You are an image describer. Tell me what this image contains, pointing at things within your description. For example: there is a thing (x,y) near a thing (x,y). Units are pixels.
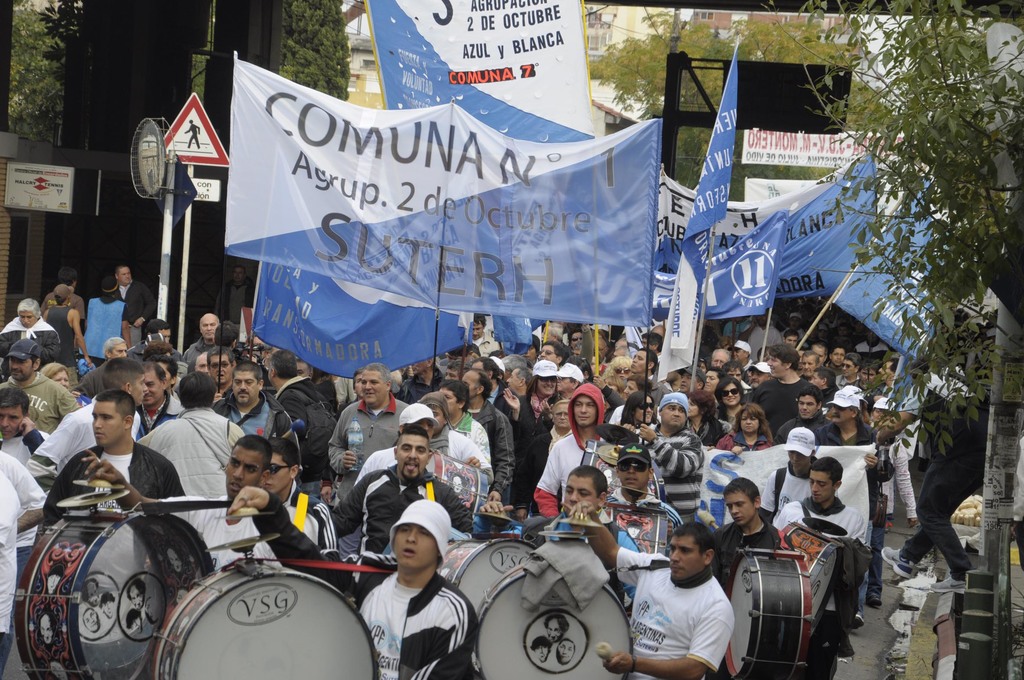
There are some people (424,495) walking on the road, holding some clothes (439,230) and flags (617,258) in their hands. There are some people (631,470) playing drums (293,617) here. There are some plants (887,244), poles (185,229) and some buildings (112,162) in the background (97,87).
